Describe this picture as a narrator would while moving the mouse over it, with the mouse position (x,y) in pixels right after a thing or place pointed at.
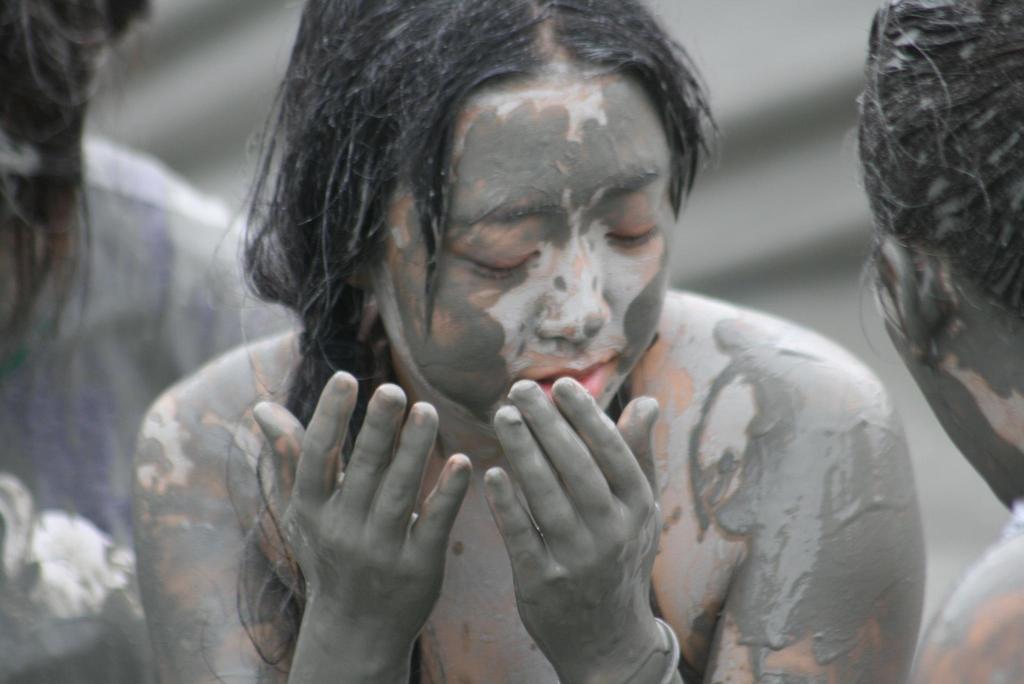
In this image I see few people (471,293) and I see mud (496,360) on them and it is blurred in the background (839,182).
